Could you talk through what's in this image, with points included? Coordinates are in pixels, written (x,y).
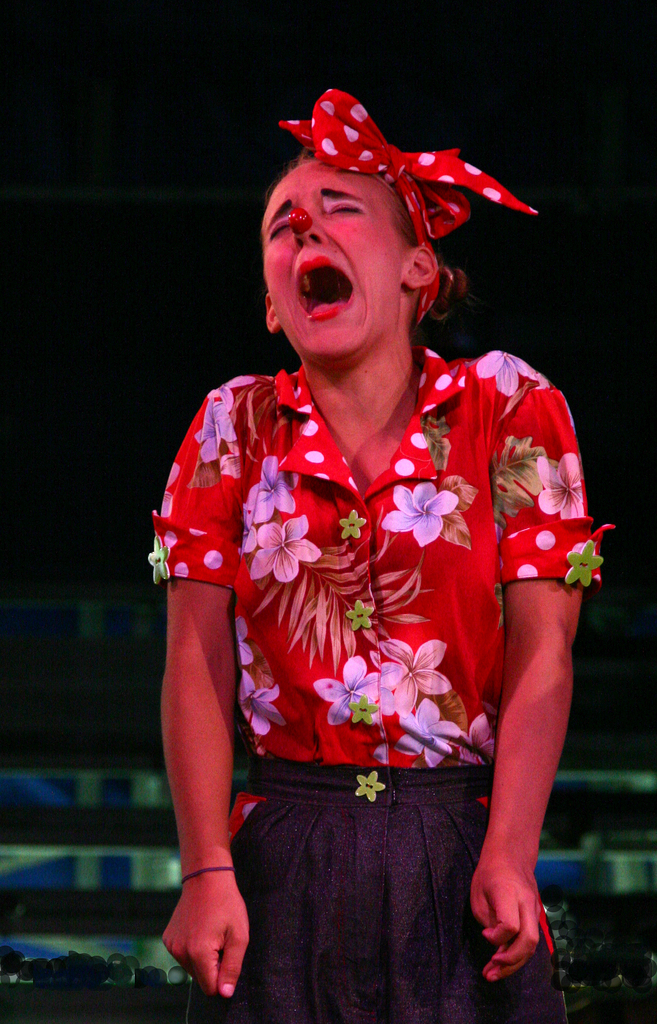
In this image, we can see a woman (354,698) is crying and wearing hairband (411,191). Background (124,1000) we can see dark view.
